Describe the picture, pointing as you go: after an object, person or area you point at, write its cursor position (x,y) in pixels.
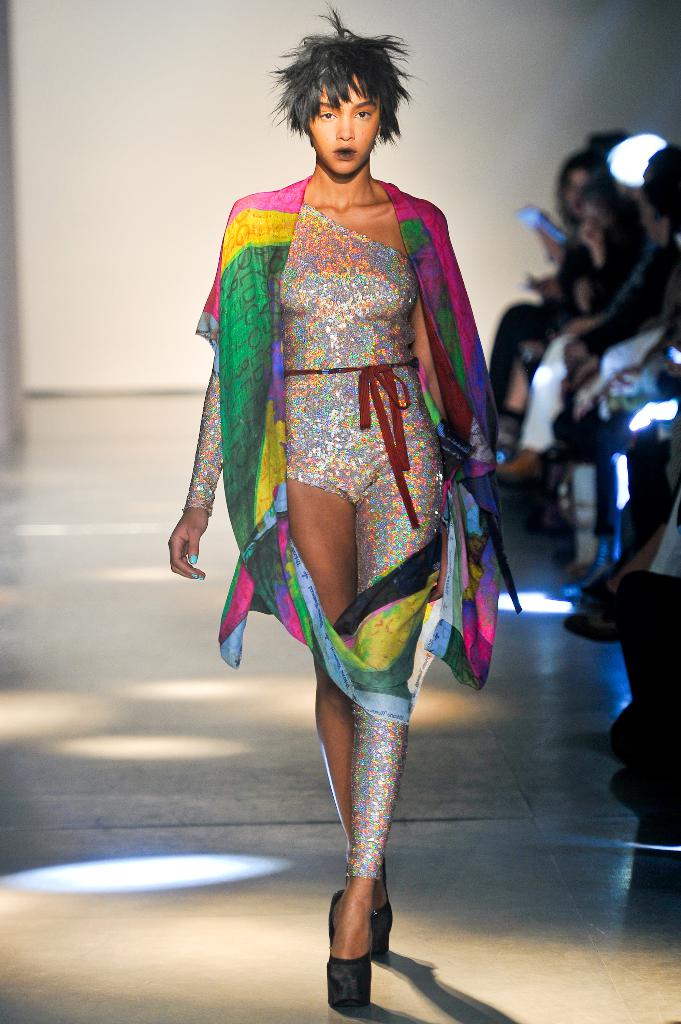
In this picture there is a woman (287,244) walking on the floor (283,845). In the background of the image (668,186) it is blurry and we can see people (643,480).
